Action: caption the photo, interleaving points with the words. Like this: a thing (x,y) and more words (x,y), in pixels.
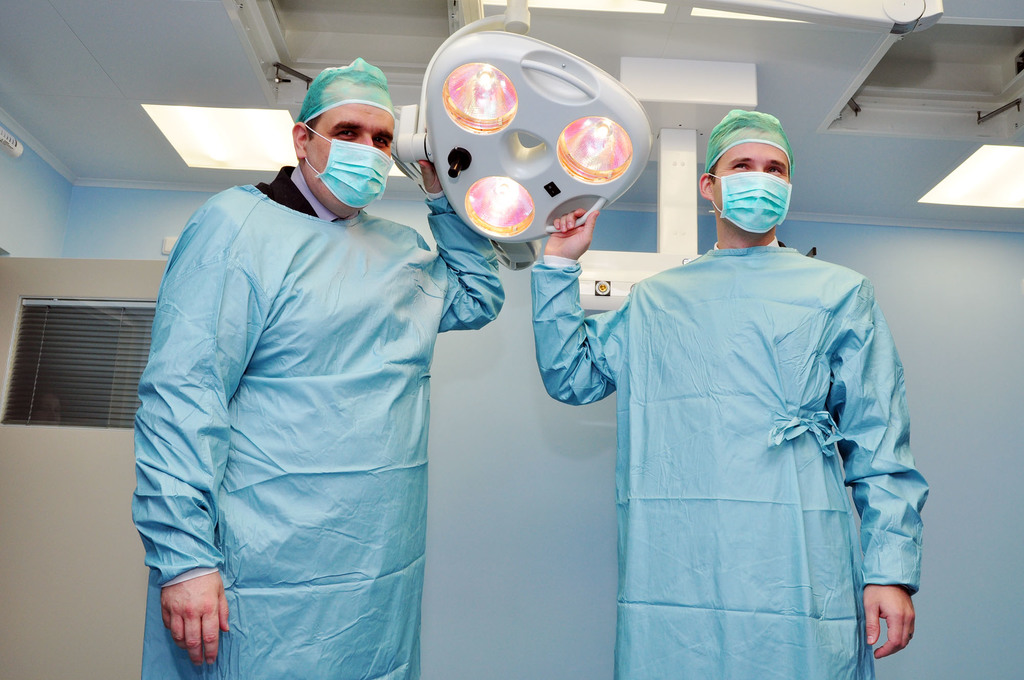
In this image I can see two men (209,357) are standing and wearing blue color clothes (349,368), face masks (351,170) and other objects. These men (351,170) are holding some object (481,160) in hands (566,238). In the background (509,485) I can see a machine (534,183), a wall (508,466), lights (179,130) on the ceiling (131,150) and other objects (94,321).
